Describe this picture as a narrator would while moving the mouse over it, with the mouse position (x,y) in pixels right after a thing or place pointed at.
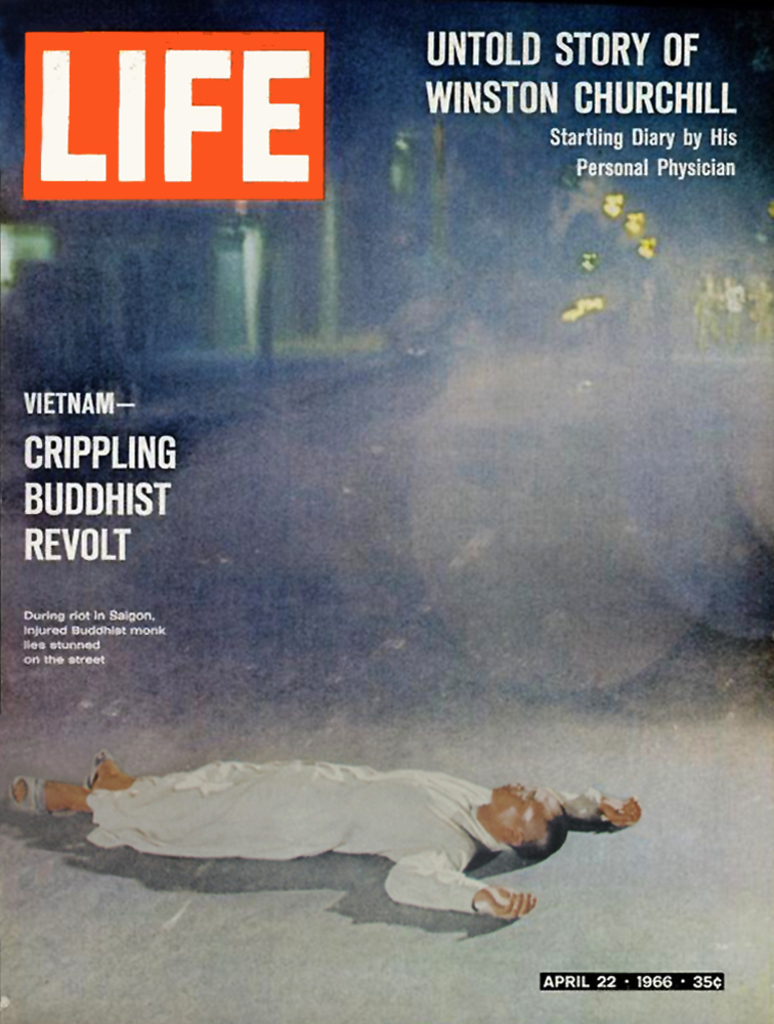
In this image there is a poster (456,599), on which there is a person (320,812) lying on the surface (116,963) and some text (116,441).
